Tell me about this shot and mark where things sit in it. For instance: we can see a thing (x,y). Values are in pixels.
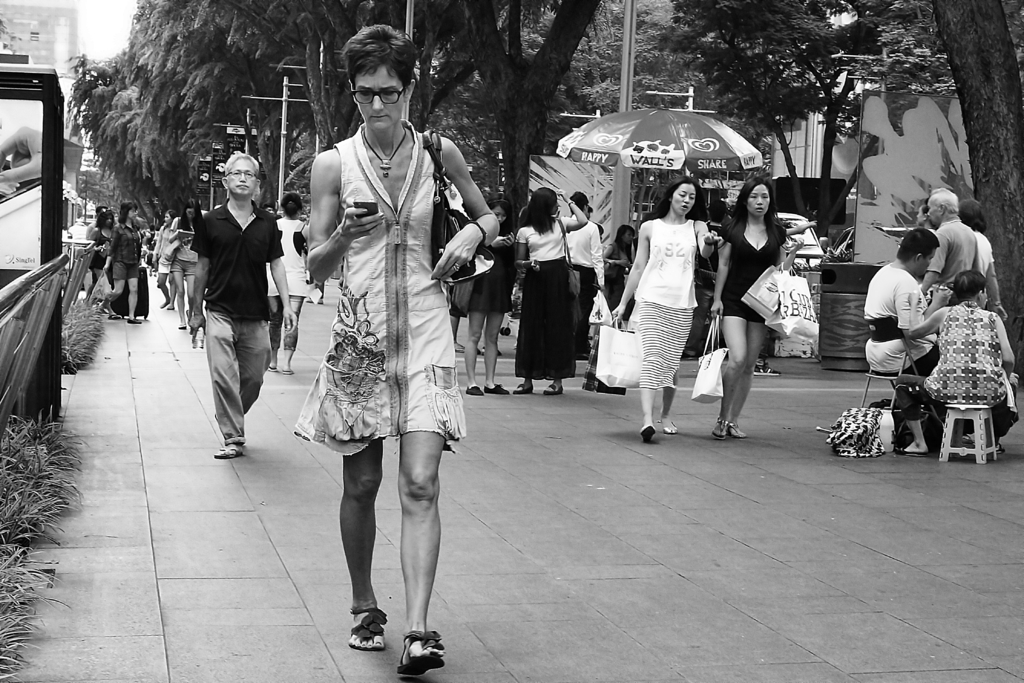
This is a black and white image. In this image there are few people (280,274) are walking on the road (531,569). On the right side of the image (946,369) there are two people (954,361) sitting on the chairs (957,417). In the background (341,65) there are some trees (246,46).
